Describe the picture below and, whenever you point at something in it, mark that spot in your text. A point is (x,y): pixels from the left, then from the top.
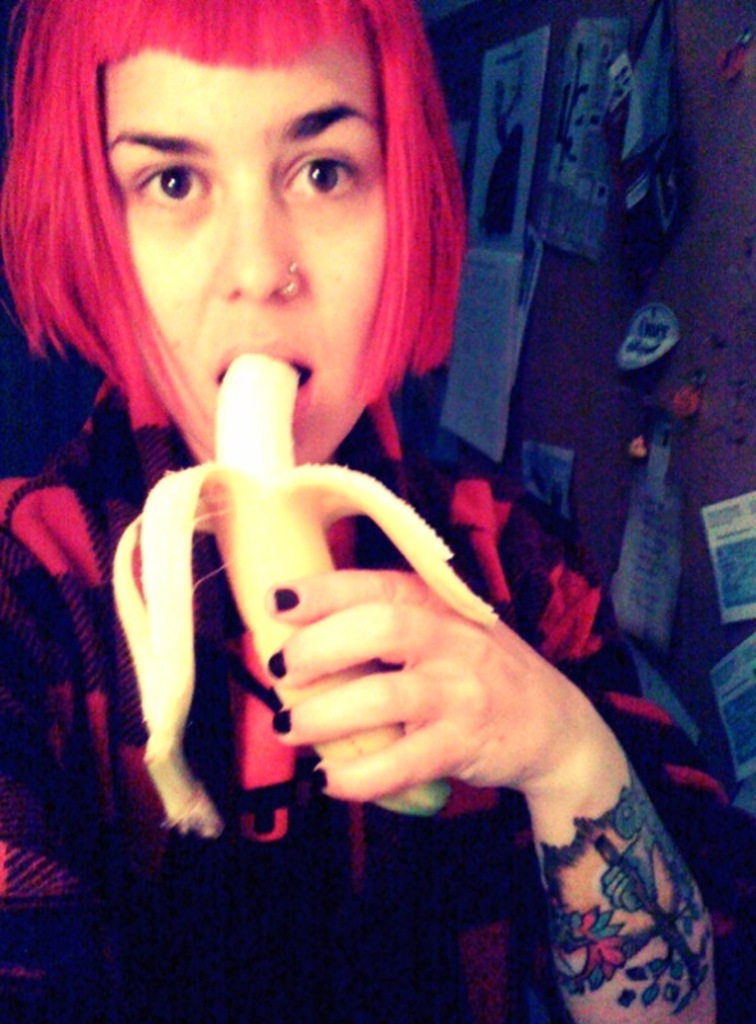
In the foreground of this picture (96,899), there is a woman (298,948) holding banana (285,487) and kept it in her mouth (298,392). In the background (698,365), there is a wall (692,214) on which few papers (642,518) and posters (508,193) are attached on it.
